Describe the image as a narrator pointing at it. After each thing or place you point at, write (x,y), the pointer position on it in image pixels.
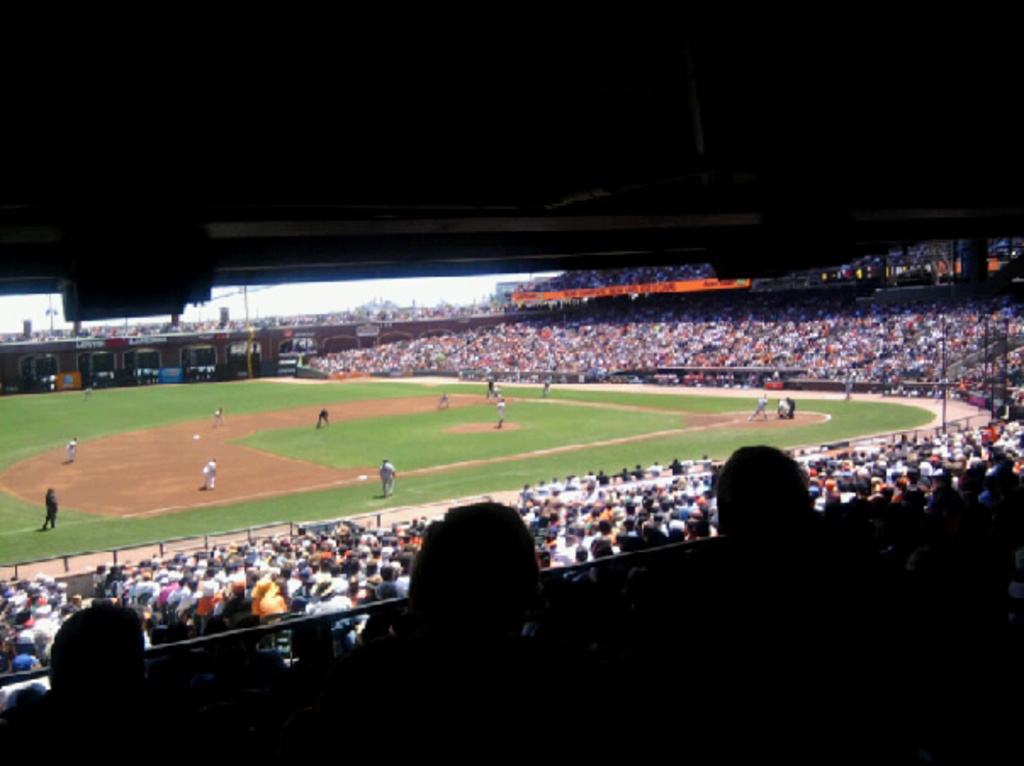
The picture is clicked in a stadium (22,561). In the foreground of the picture (760,537) there are audience (476,559). In the center of the picture (368,383) it is a baseball ground (353,459), in the ground (584,438) there are players (211,480). In the background (603,346) there are audience (484,327) in the stadium (675,332). Sky (332,300) is sunny.
